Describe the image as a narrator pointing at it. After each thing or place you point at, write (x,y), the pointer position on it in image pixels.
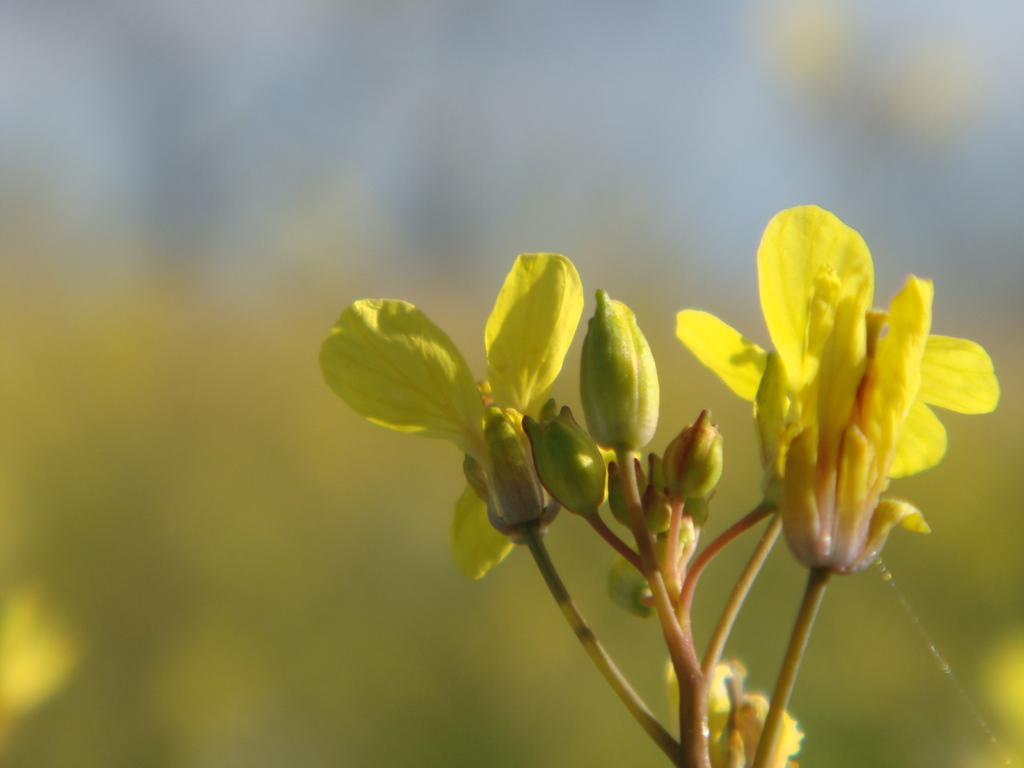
There are flowers (718,359) to a plant (620,489) in the foreground area of the image (688,523).
